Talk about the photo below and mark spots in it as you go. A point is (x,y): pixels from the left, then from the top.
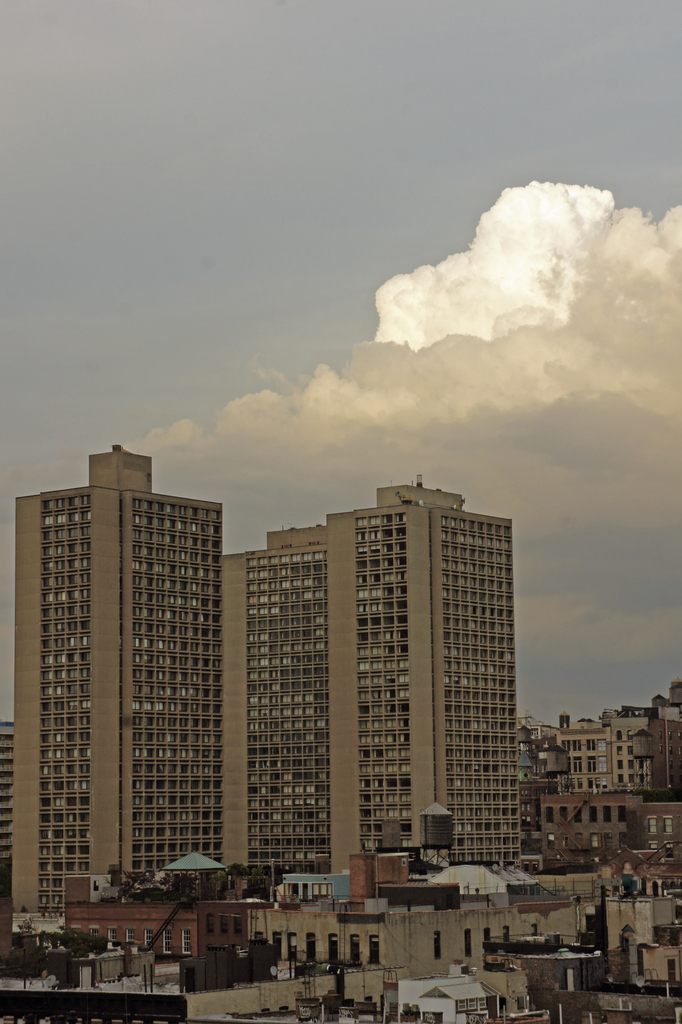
In the picture I can see buildings (371,792), houses (365,942) and top of the picture (322,246) there is cloudy sky (343,251).
